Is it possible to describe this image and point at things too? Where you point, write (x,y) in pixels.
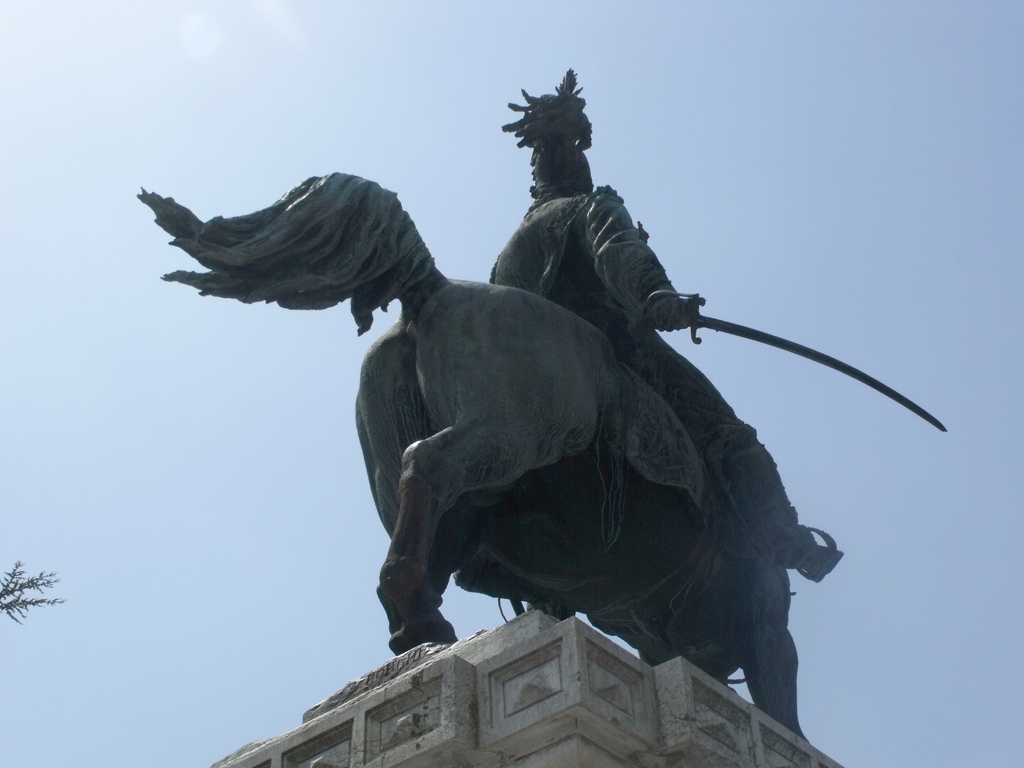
We can see sculptures (549,251) of a person (544,218) and animal (570,522) on the platform (404,673). In the background (839,274) we can see the sky (919,443). On the left side of the image (7,592) we can see leaves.
